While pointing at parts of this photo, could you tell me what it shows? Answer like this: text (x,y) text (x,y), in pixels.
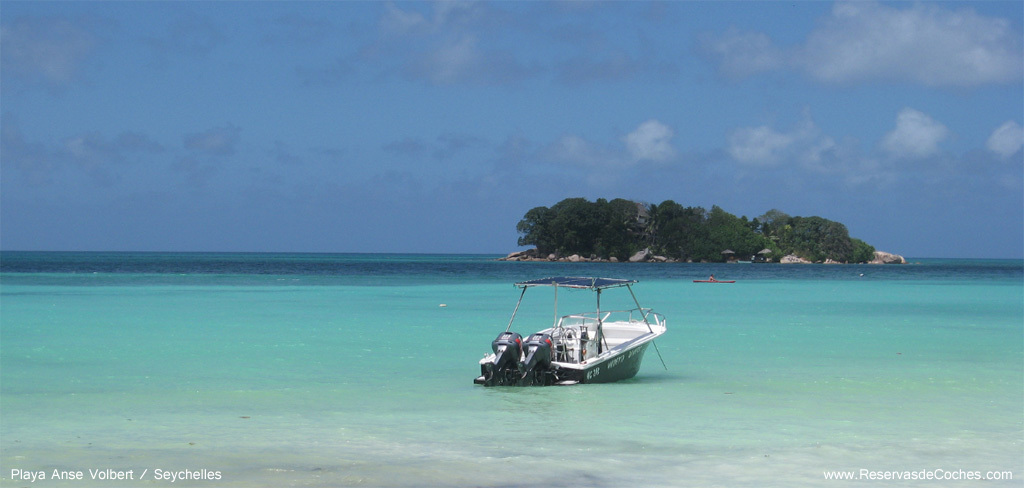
In this image we can see boat (589,340) on the water (471,427). In the back (565,241) there are trees (598,222). Also there is another boat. In the background (569,119) there is sky (717,119) with clouds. At the bottom (201,475) there is text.
